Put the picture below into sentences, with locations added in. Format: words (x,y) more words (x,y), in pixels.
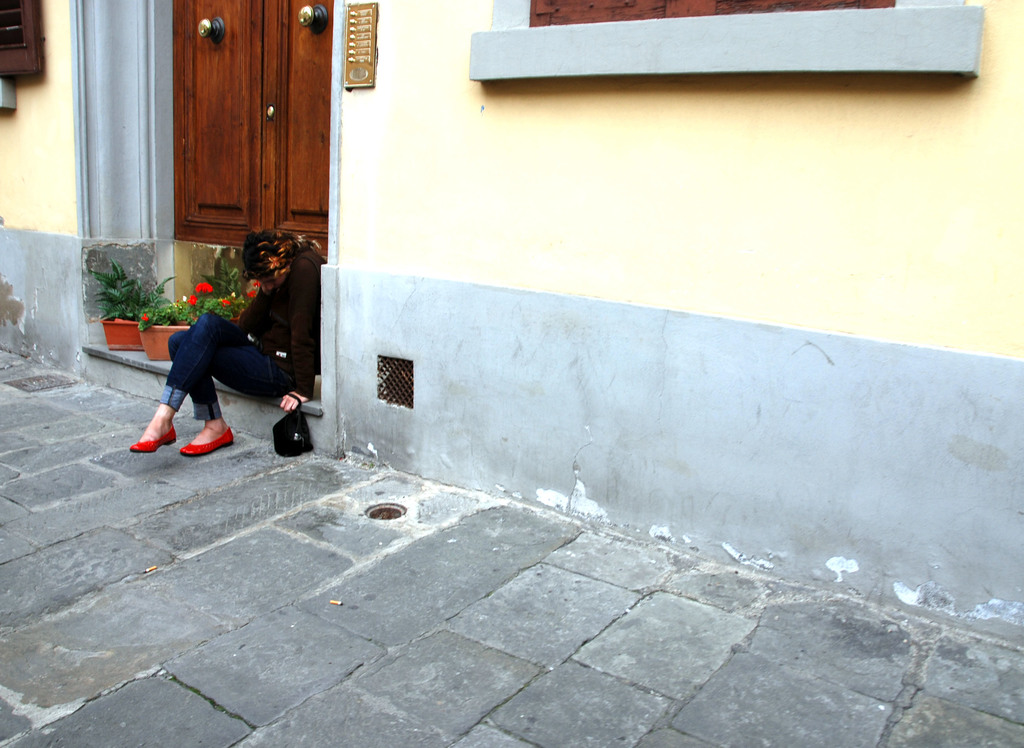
In this image a woman (286,400) is sitting on the floor (668,698) having few pots (128,349). Pots (125,345) are having plants (150,315) in it. She is holding a bag (283,430) in her hand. Background (79,213) there is a wall (5,225) having a window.
